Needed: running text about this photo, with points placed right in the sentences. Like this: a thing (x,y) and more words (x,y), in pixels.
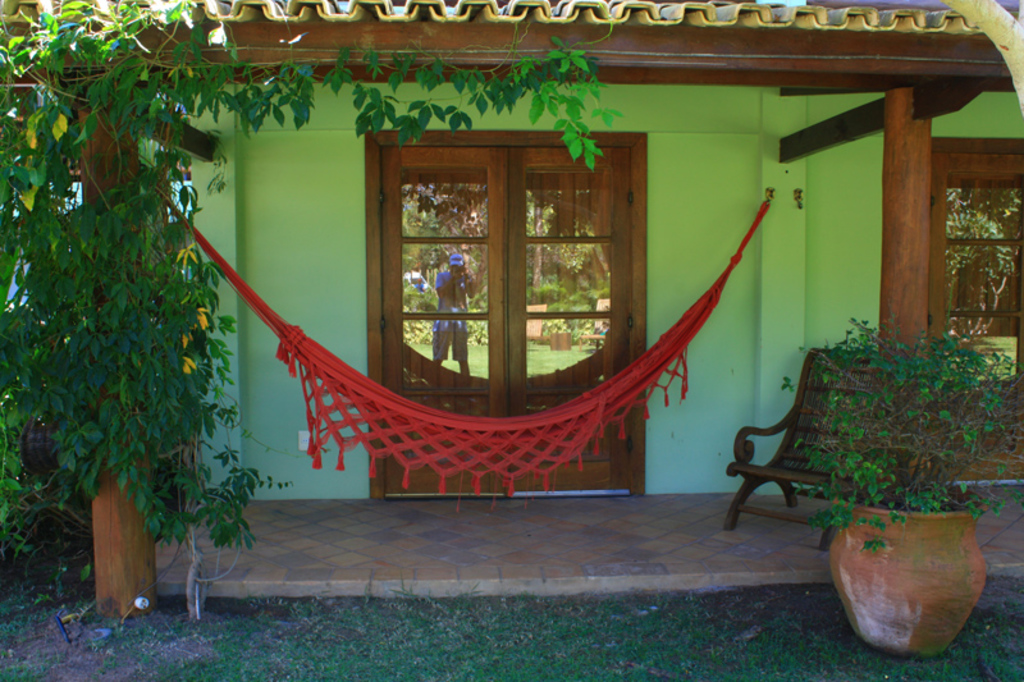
On the right (949,301) at the bottom corner (900,505) we can see a plant (881,500) in a pot (874,570) on the ground (491,648). On the left (18,167) we can see a plant (118,198). This is a house (493,165), we can see doors (552,221), roof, chair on the floor (730,557) and a cloth (481,425) is tied to an object (100,555) and other end of it is tied to an object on the wall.
